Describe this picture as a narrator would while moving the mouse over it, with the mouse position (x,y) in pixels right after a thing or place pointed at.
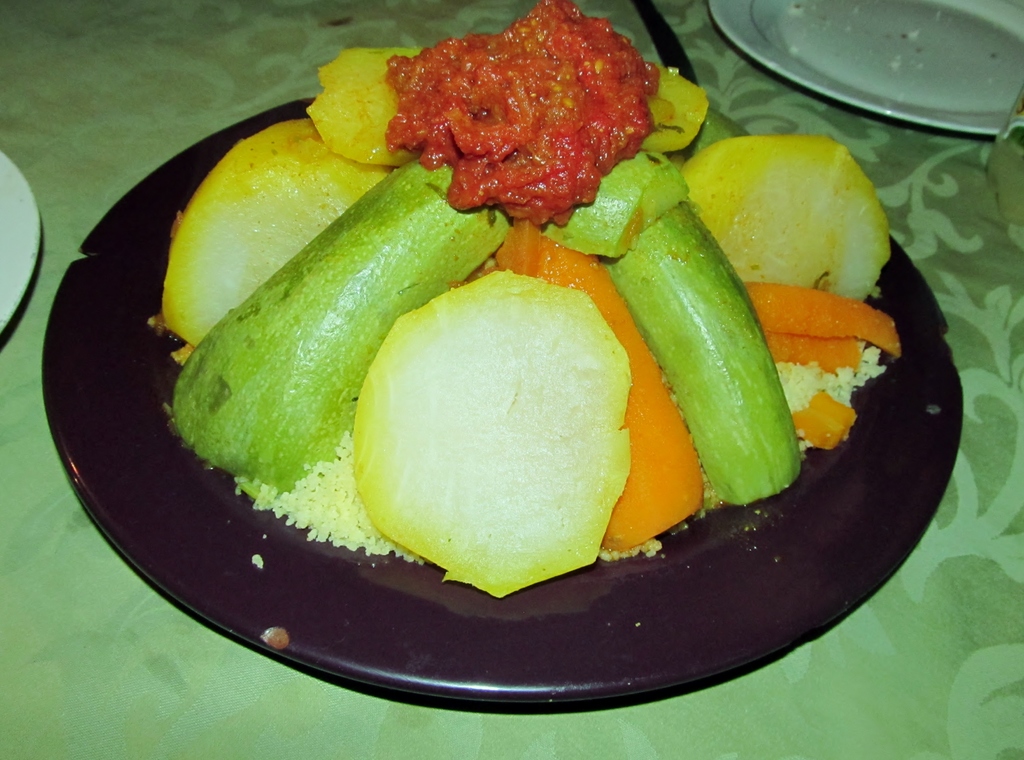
In this image we can see a food item (205,440) kept on the plate (512,598) which is placed on the table (439,758). Here we can see a few more plates (969,20) on the table (967,228).
